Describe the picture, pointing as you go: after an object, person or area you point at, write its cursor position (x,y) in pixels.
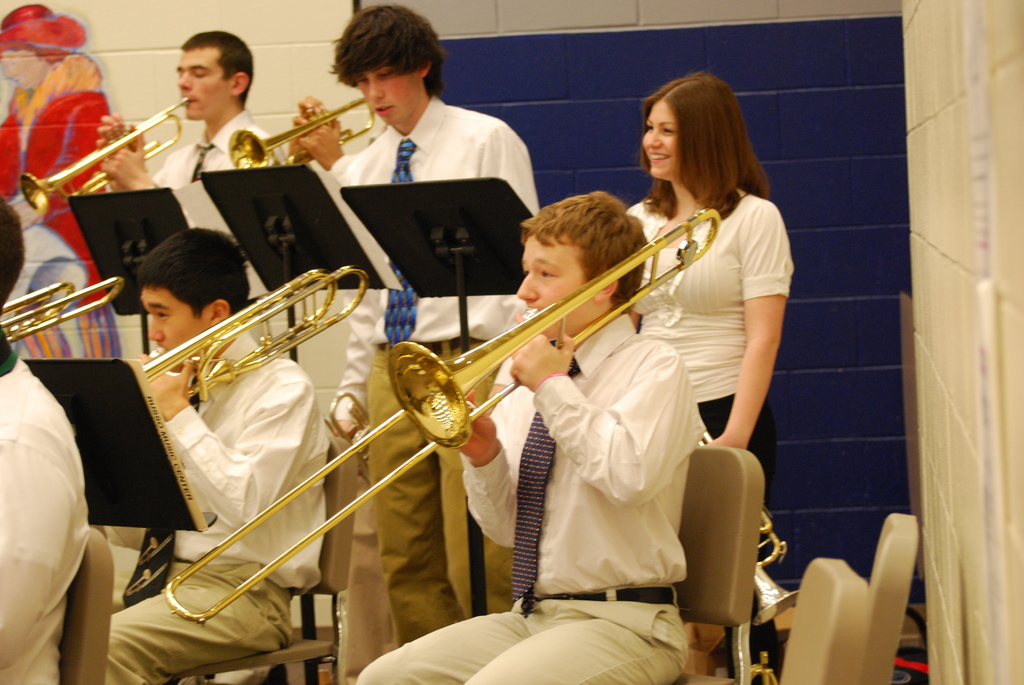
People (426,312) are present wearing white shirts (265,411). They are playing trumpets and trombones (518,382). There are stands (121,214). There is a wall (653,48) at the back (47,124).
